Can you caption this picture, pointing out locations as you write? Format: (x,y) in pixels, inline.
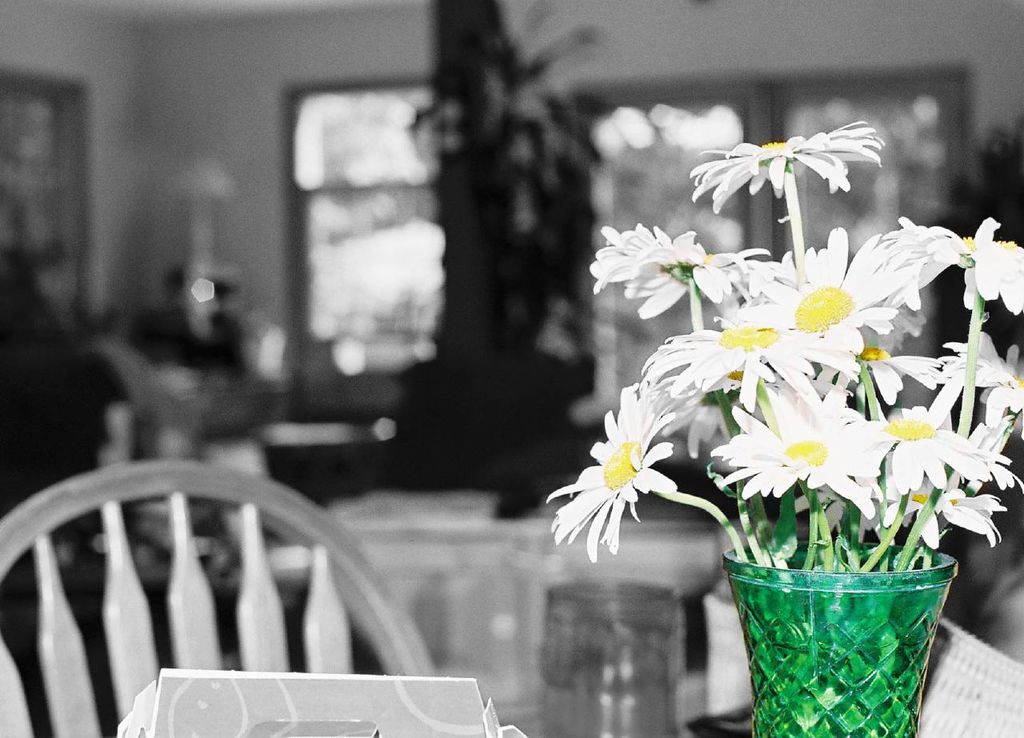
In this image we can see flowers (808,390) in the flower vase (847,649), a chair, a box (389,719) and a blurry background (25,247).
